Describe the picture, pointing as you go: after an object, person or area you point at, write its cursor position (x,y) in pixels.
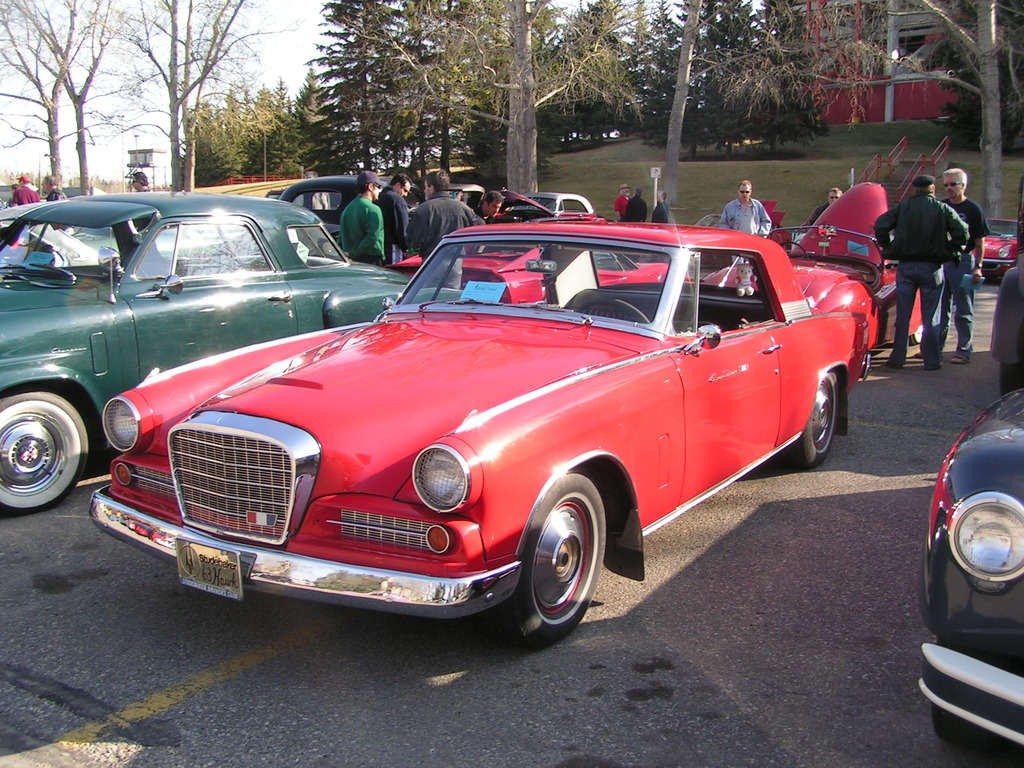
In this picture we can see cars (223,589) and a group of people (949,279) standing on the road (859,448), trees (78,156), grass (783,159), steps (899,168), house (811,14) and in the background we can see the sky (139,132).
